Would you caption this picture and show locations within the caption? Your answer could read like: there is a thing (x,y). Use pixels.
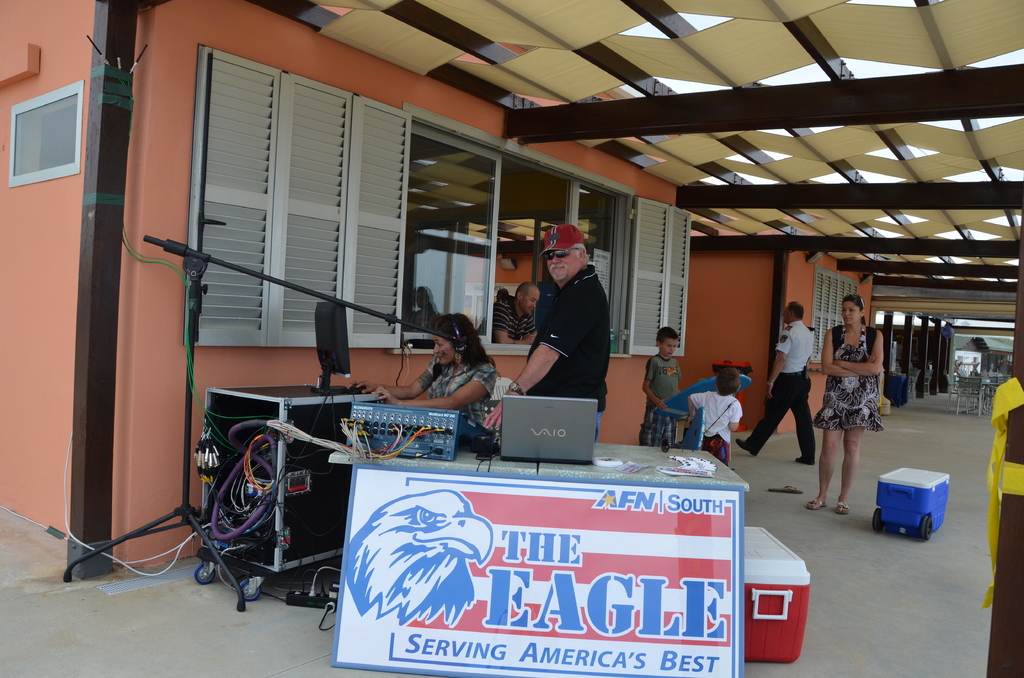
In this picture, we can see a group of people (547,379) some are sitting, some are standing and a man (792,390) is walking on the floor (791,477) and on the floor (774,455) there is a board (669,613), plastic container (914,504), music systems (343,501), a stand (198,280) with a microphone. Behind the people (514,335) there is a wall (737,275) and other items (961,360).
